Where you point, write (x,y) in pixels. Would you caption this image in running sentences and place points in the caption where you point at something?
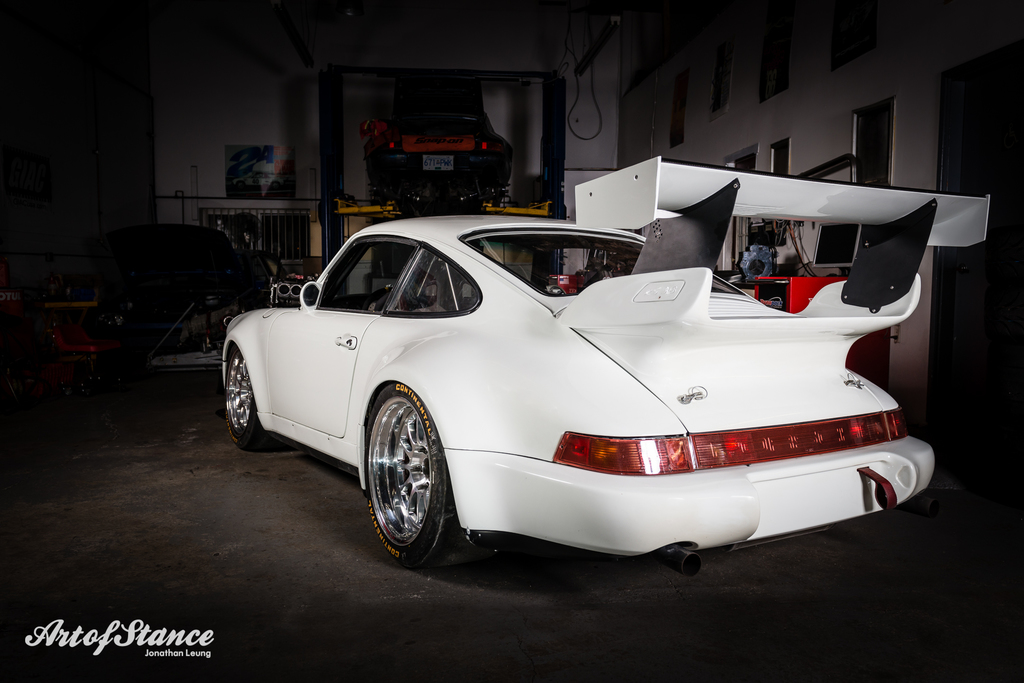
In the image there is a car (444,435) and around the car (382,327) there are some equipment (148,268).
